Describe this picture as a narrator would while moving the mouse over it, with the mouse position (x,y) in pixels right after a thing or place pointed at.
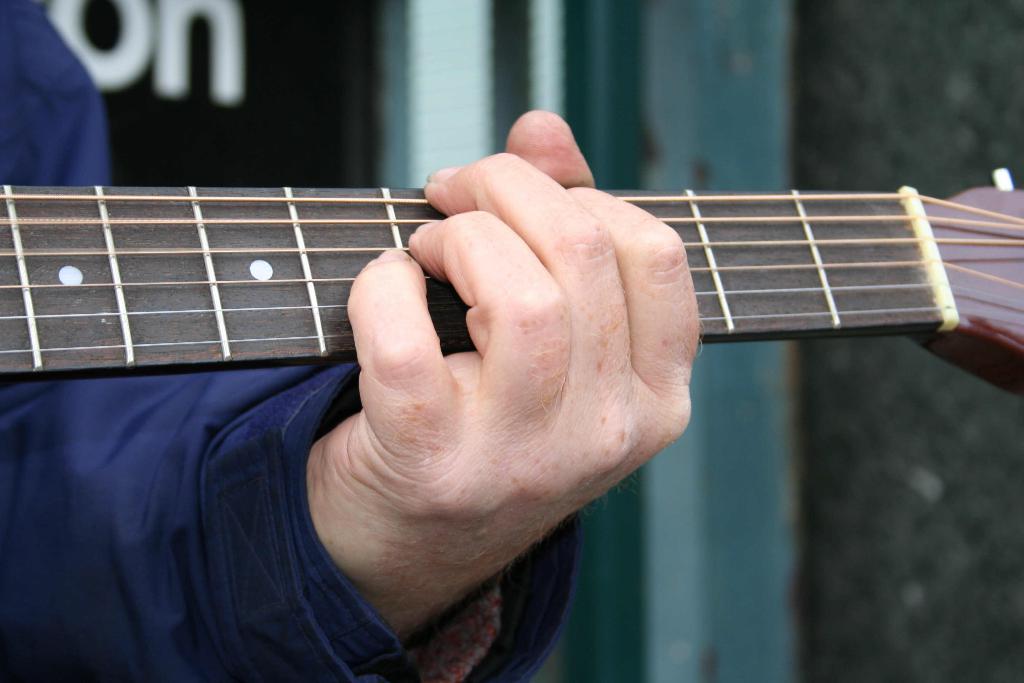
In this image I can see only a person's hand (434,506) holding a guitar (258,273). The person (172,396) is wearing blue color shirt (65,469). In the background (646,85) I can see a wall (659,83).
